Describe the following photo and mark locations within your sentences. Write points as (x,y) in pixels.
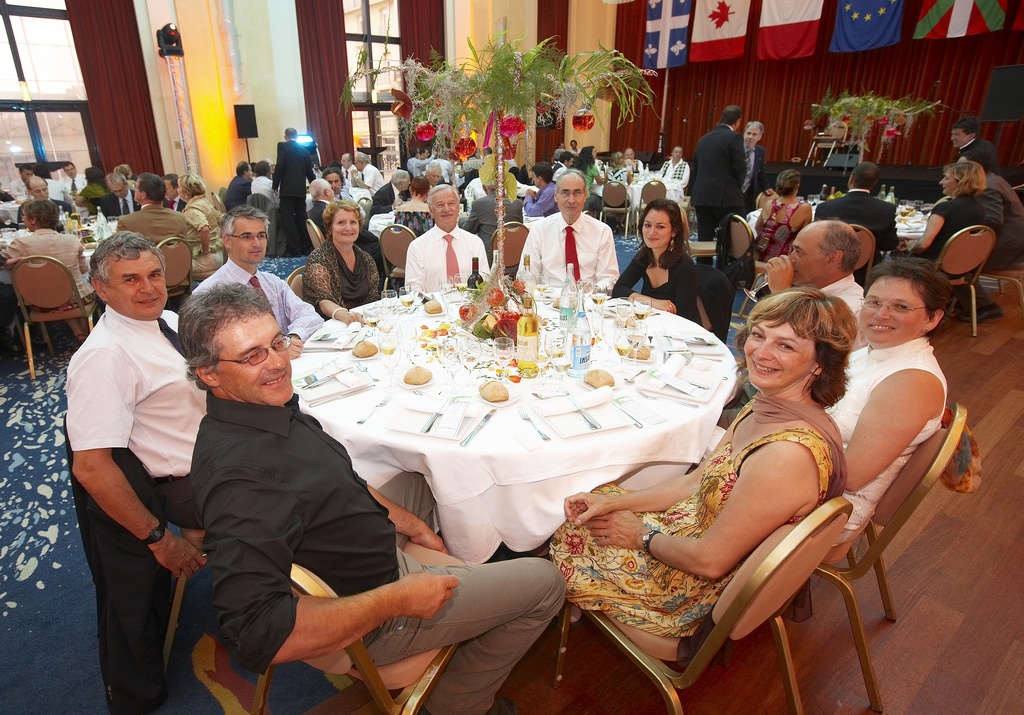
In this picture there are group of people (342,197), those who are sitting around the tables (455,441) and there are glass windows (59,123) around the area of the image and there are different types of flags (783,53) at the right side of the image (974,27) and there are flower pots (508,334) on the tables (462,351), tables (434,451) contain different types of food items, water bottles (568,315), and cool drinks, spoons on the table (513,393), it seems to be a hotel (262,58) and there is a stage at the right side of the image (803,180), there is a speaker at the left side of the image (245,122).
